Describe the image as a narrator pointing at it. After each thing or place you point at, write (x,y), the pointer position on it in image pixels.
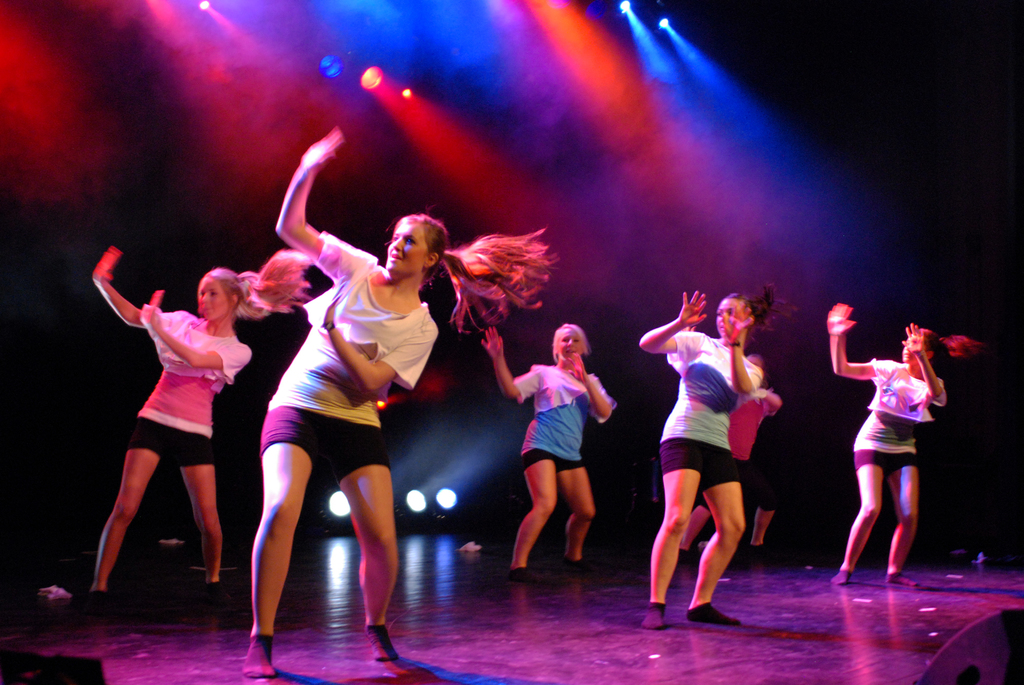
In this image I can see a group of girls (209,436) are dancing, at the top (583,49) there are focus lights (638,29).
